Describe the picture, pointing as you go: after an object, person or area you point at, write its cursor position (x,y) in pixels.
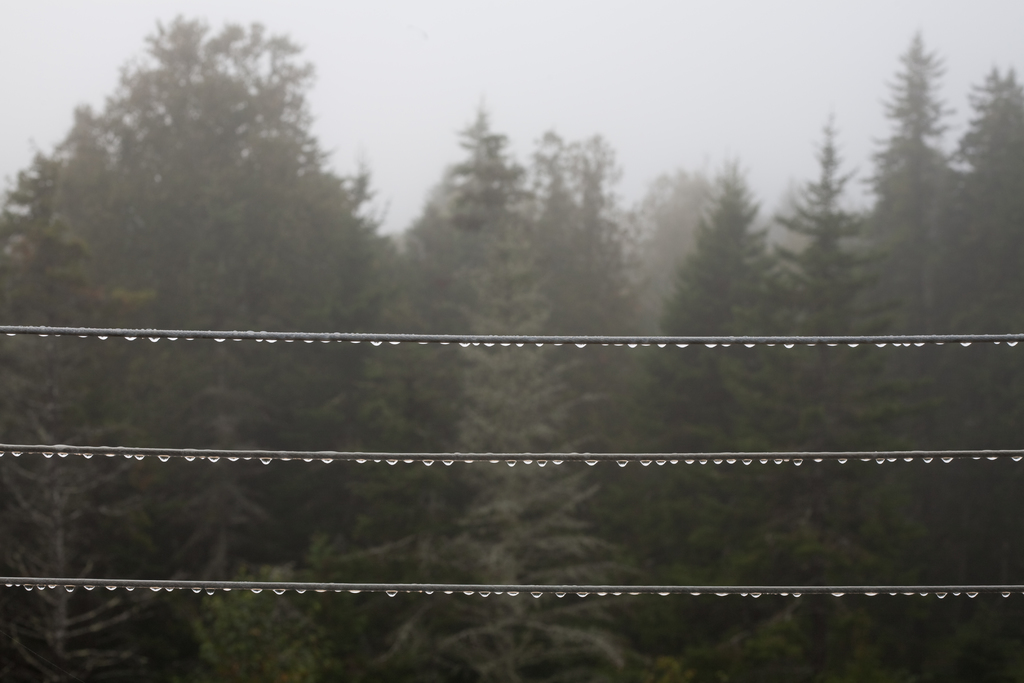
In the foreground of the image (705,594) we can see three wire cable (618,593). In the background (812,467), we can see a group of trees (524,348) and sky (536,105).
